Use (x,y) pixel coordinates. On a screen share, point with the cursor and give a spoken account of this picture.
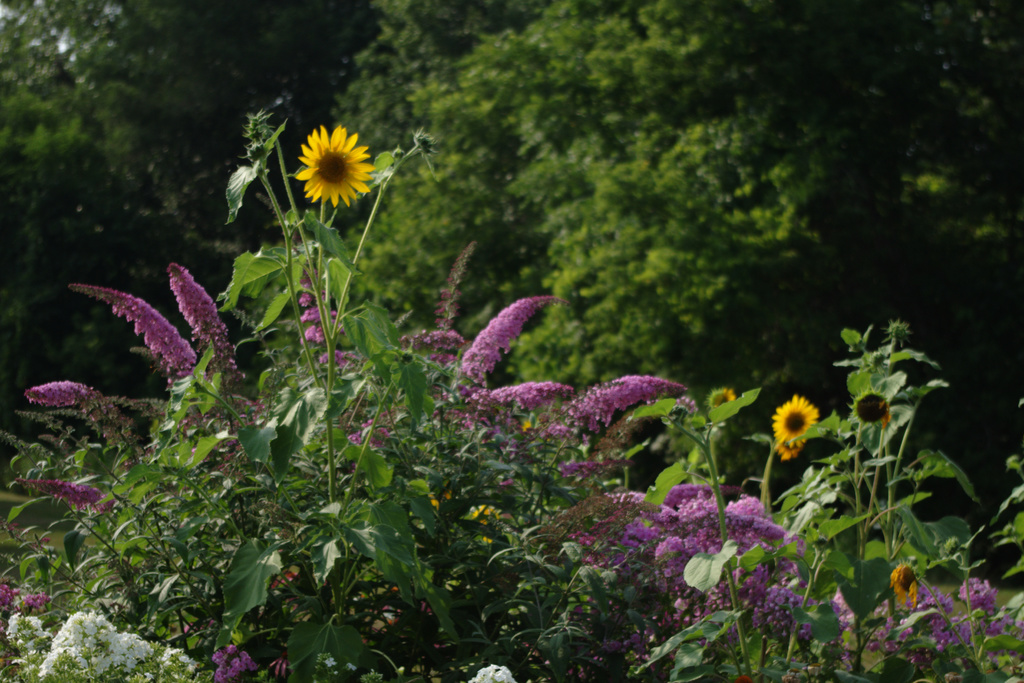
There are many trees (590,133) and plants (505,444). There are flowers (553,399) to the plants (623,449). There is a grassy land (50,521) in the image.
